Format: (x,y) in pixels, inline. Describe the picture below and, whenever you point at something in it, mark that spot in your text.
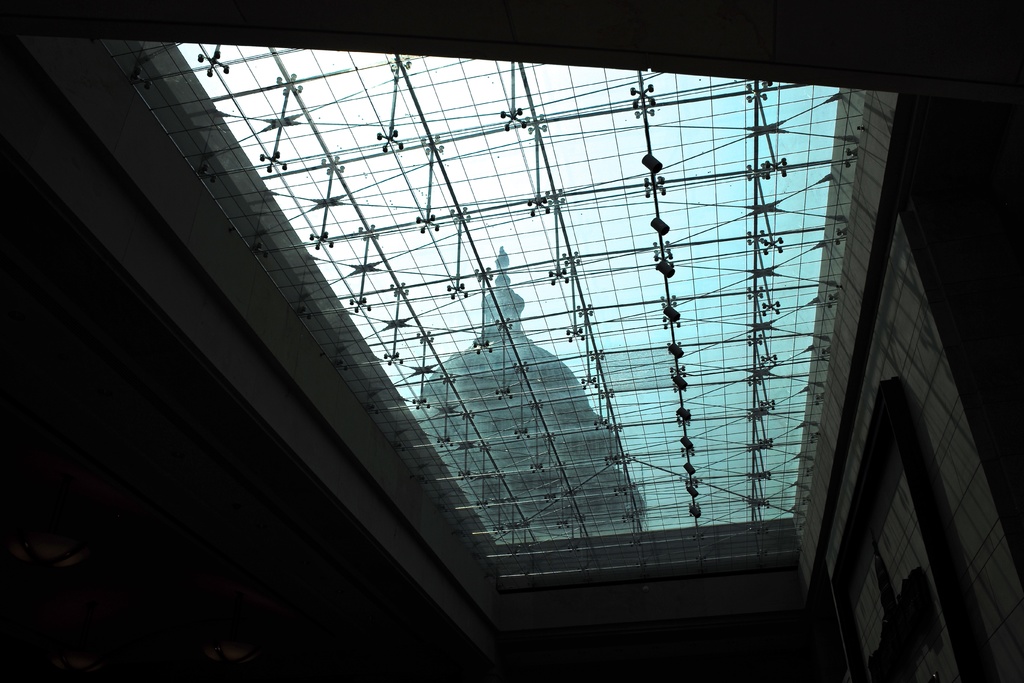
In this picture I can see an inside view of a building (445,494). In the background (574,456) I can see the sky (567,323) and some other objects (604,430).
